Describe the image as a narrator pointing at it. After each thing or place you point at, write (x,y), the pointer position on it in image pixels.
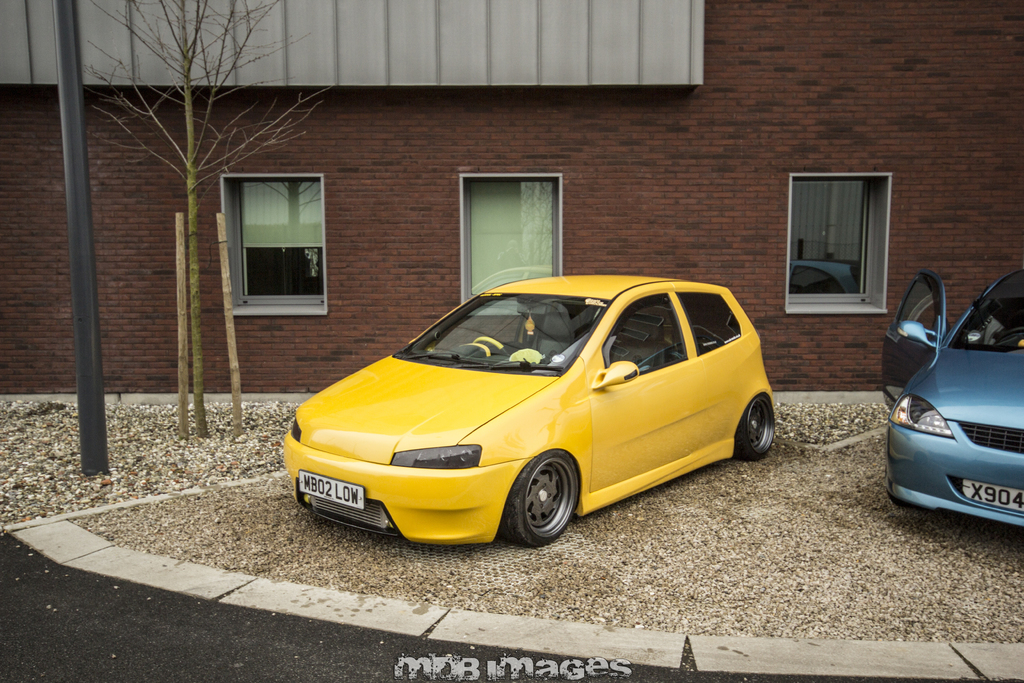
In the picture i can see two cars (692,442) which are in different colors parked and in the background of the picture (424,137) there is a wall (599,99), there are some windows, there is a tree (118,73).
